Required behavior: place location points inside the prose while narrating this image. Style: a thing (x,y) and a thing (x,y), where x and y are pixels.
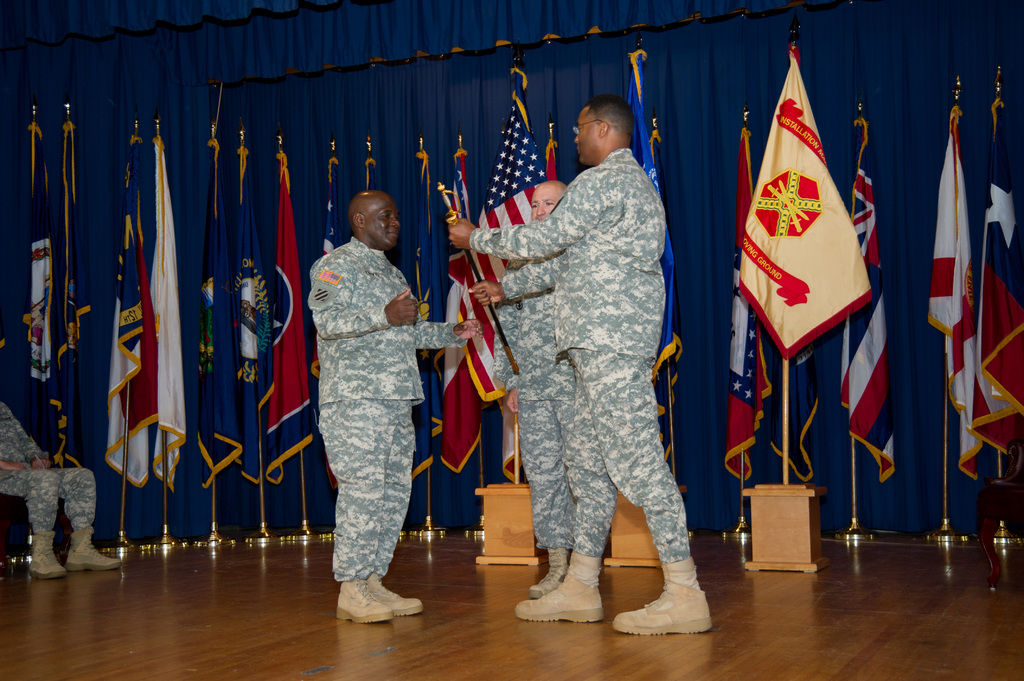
In this picture we can see a person (33,441) sitting on a chair (24,500), three men (654,274) standing on the floor (136,546) where a man (675,623) holding a sword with his hands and at the back of them we can see flags (173,452), poles (127,415) and curtains (265,68).
